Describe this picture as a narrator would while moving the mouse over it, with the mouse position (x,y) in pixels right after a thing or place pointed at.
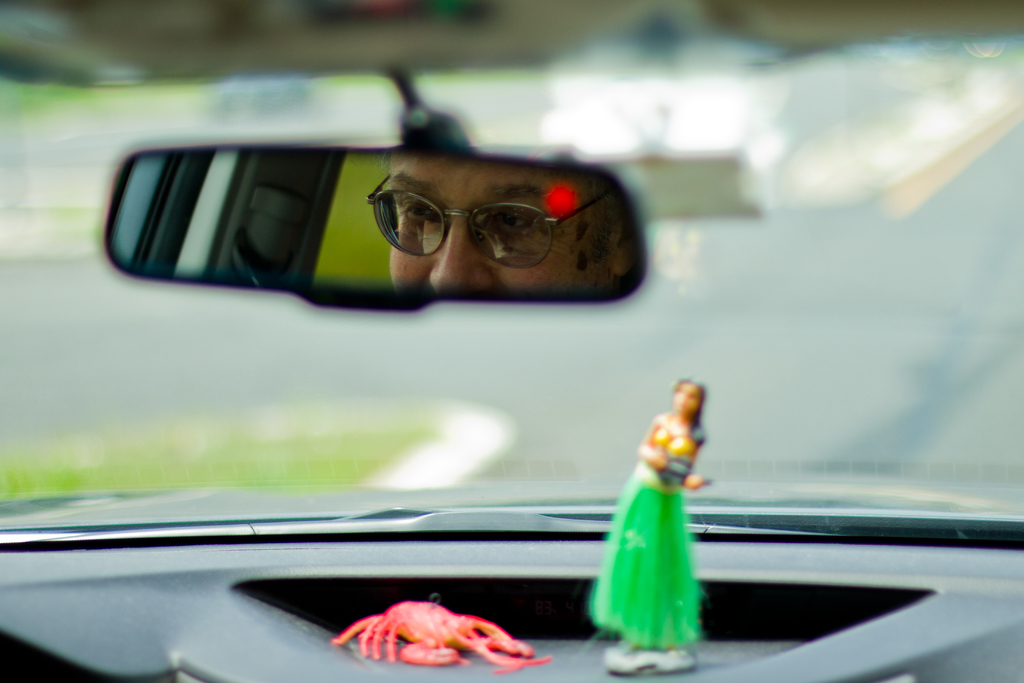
In this image there is a mirror (321,212) as we can see on the top of this image (450,211) and there is a human face (488,264) in the mirror (456,220), and there is a dashboard (584,571) in the bottom of this image (564,555).
